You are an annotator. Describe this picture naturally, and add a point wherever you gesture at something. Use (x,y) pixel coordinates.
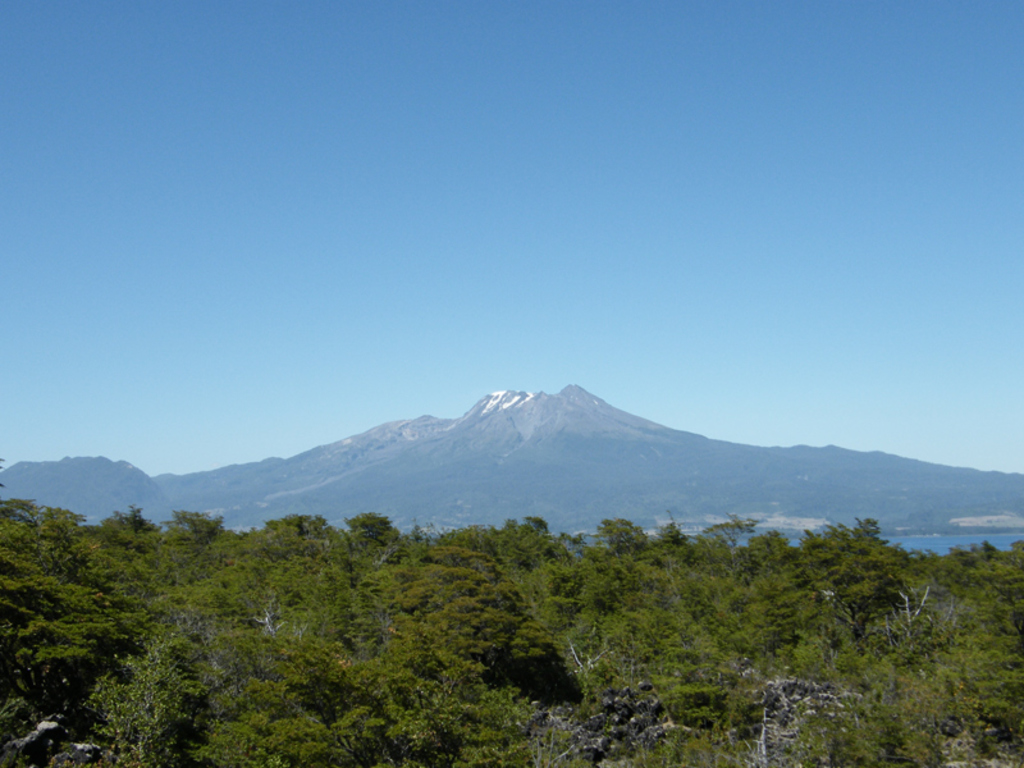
In this picture we can see trees (685,698) and in the background (4,165) we can see mountains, sky (4,165).
